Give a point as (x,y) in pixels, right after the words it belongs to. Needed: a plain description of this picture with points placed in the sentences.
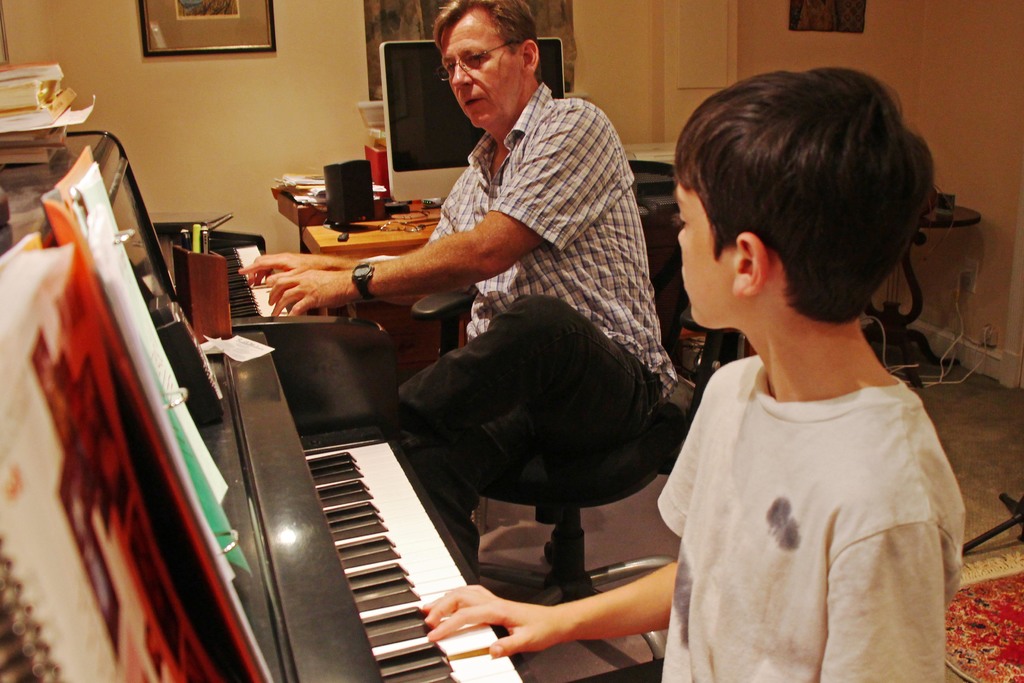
We can see frames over a wall (330,48). We can see a man (553,307) and a boy (755,471) sitting on chairs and playing a musical keyboard (347,533). On the table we can see books (78,225), speakers (370,190), monitor (434,156). This is a floor (979,479).
